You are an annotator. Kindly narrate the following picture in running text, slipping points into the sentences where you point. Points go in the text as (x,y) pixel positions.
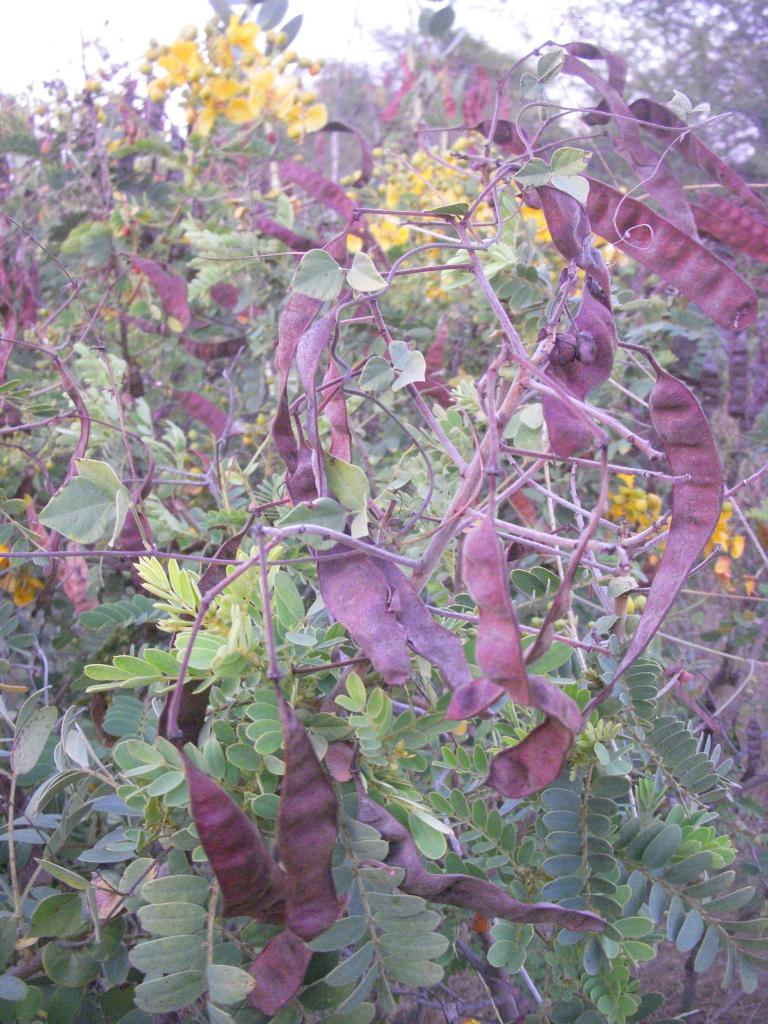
In this picture we can see plants (274,433) with yellow flowers (606,256).
